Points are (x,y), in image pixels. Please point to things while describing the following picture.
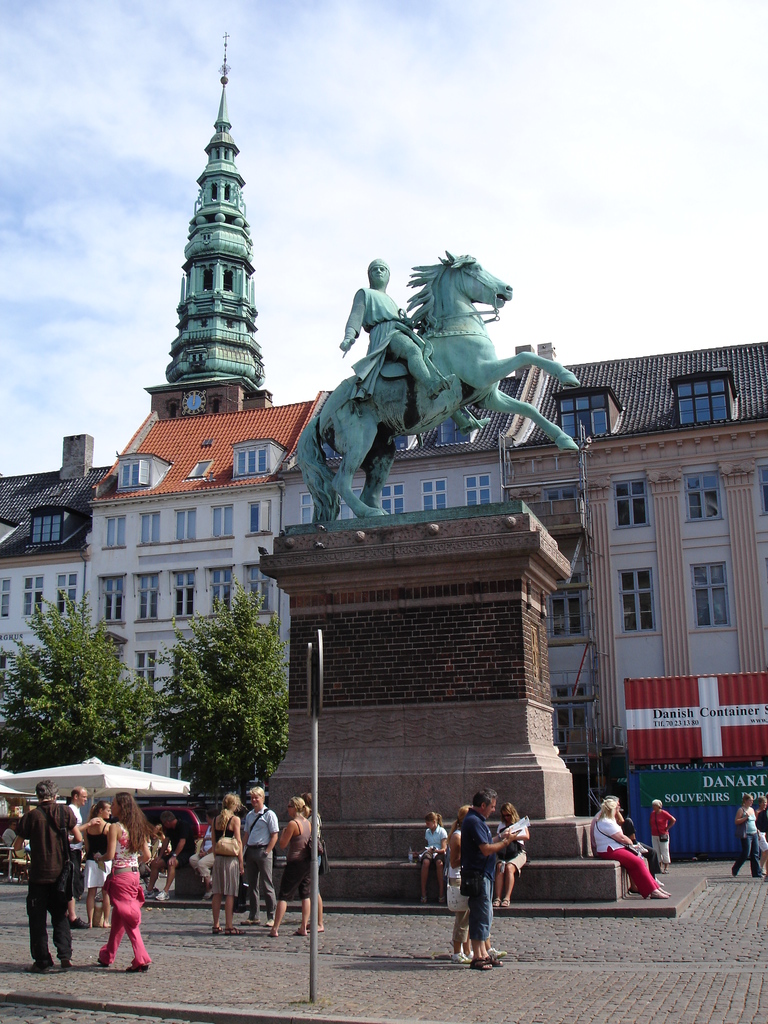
In the image there are few people (153,890). And also there is a pillar (397,802) with a statue (403,356) of a horse (428,298) and a man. And also there are tents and containers (698,830). In the background (168,538) there is a building (585,786) with walls (569,457), windows (187,517), roofs (217,461) and there is a tower (186,375) with clock (195,411). At the top of the image (125,54) there is a sky (394,140).
